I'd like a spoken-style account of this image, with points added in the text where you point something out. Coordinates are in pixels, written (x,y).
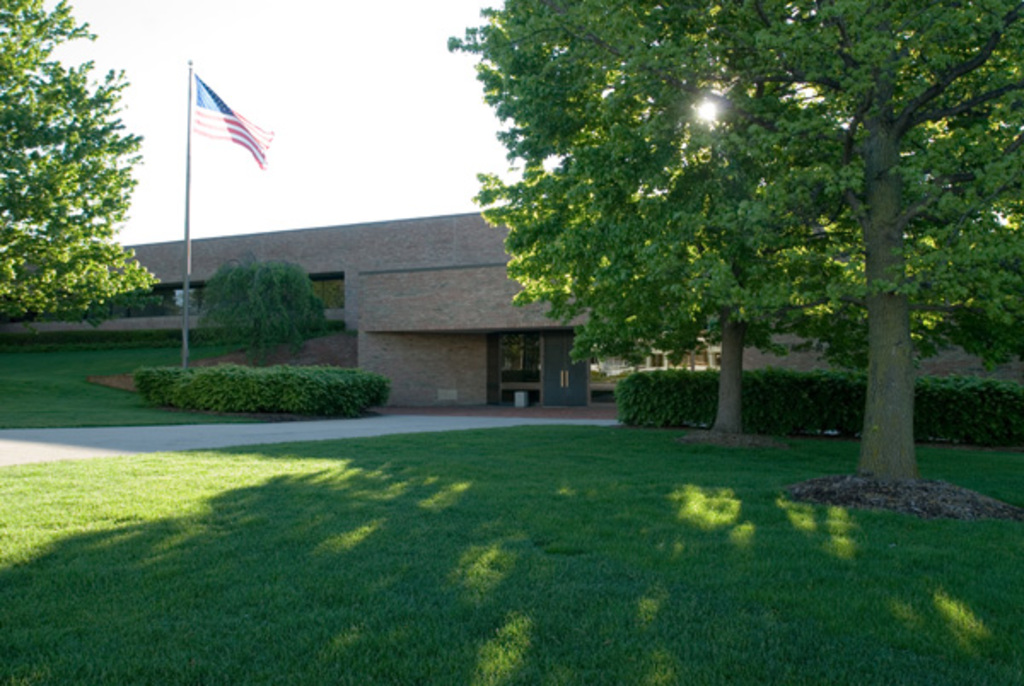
In this picture we can see building (437,304), in front we can see the flag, around we can see some trees (44,208) and grass (235,571).
